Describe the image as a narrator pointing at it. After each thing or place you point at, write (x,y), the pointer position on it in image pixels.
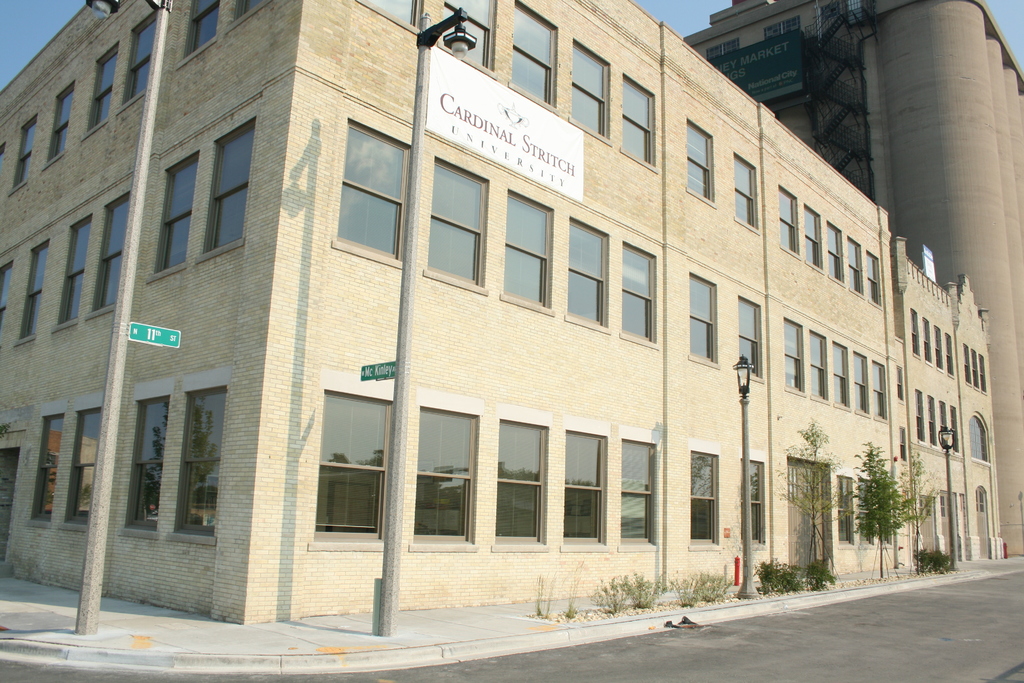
We can see lights (110,3) and boards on poles (744,414) and we can see plants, trees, buildings (733,428), sky (694,11) and road (895,616).
